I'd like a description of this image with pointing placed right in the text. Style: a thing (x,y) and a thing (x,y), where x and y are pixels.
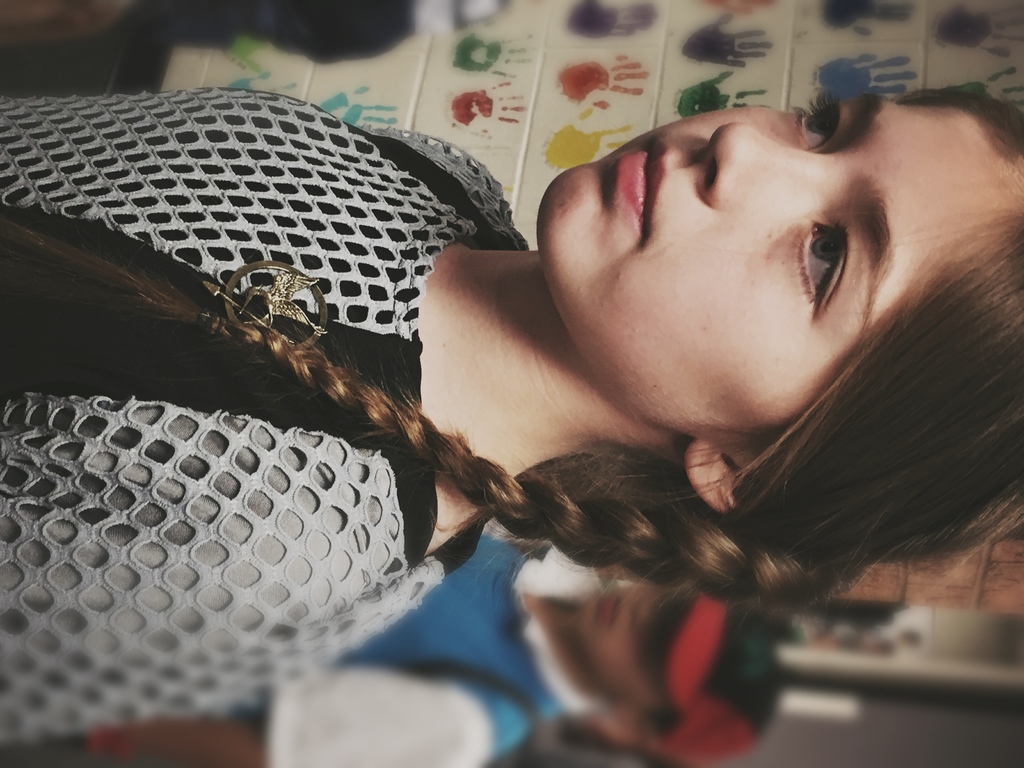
In this image in front (955,345) there is a girl (496,451). Behind her there is another person (565,691). In the background of the image (543,181) there is a wall (405,102) with fingerprints (577,88) on it.
